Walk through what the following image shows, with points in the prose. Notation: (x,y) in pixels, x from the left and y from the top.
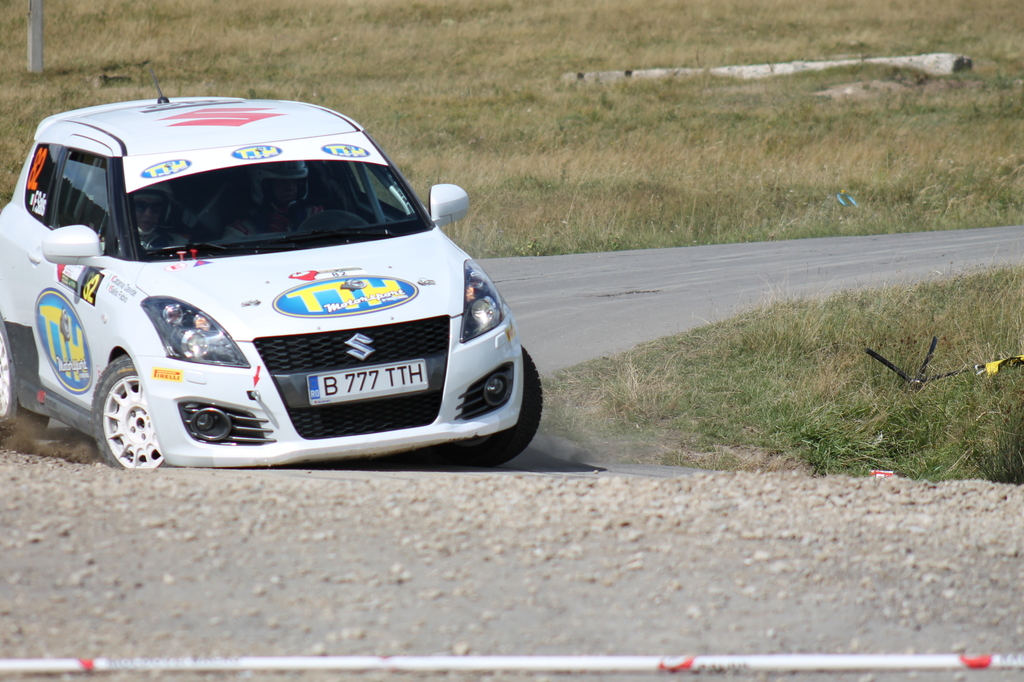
In this image we can see the white car (379,385) is moving on the road (296,482). Here we can see the grass (906,413). The background of the image (628,4) is slightly blurred.
